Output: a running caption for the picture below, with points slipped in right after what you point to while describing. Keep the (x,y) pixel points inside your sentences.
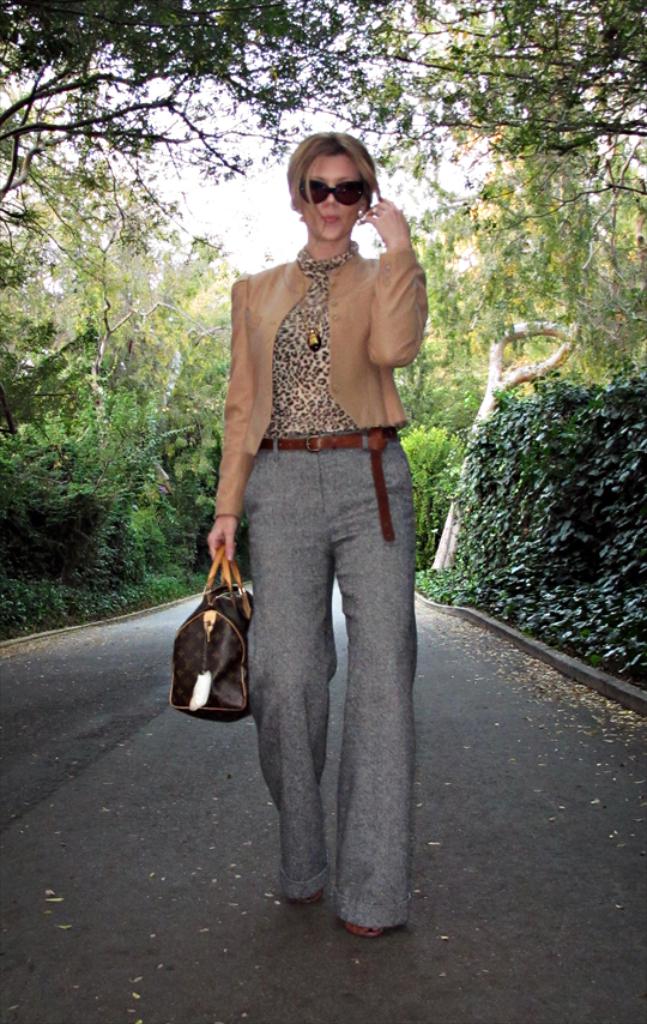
In the middle of the image (293,524) a woman (256,556) is holding a bag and walking on the road (269,1021). Behind her there are some trees (383,124) and plants (630,487).
